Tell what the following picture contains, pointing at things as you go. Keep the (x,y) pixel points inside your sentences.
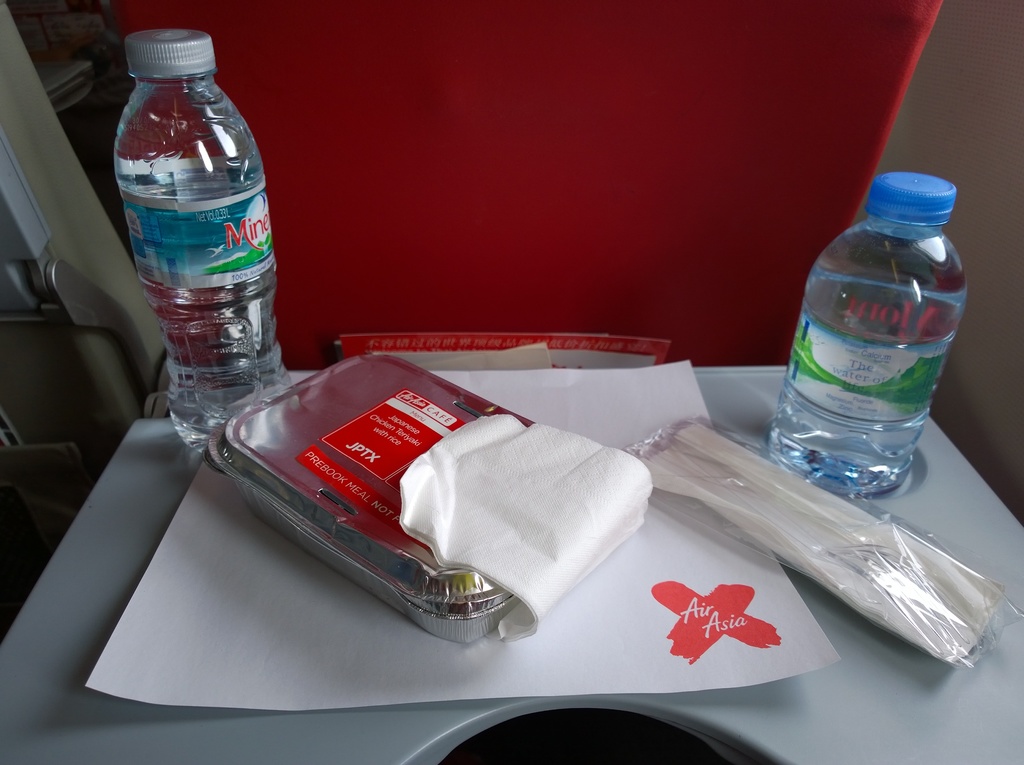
On this table (815,694) there is a paper (643,636), food box (238,470) and bottles (245,307).
